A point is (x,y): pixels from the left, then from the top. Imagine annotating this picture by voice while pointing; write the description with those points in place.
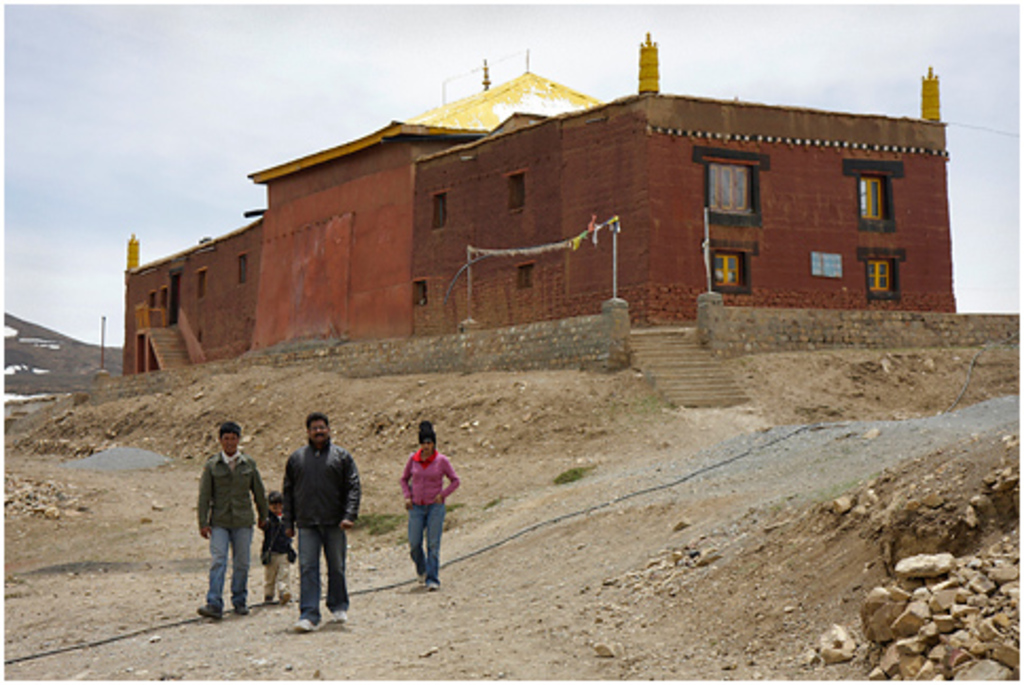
In the foreground of the picture (837,457) there are stones (946,652), soil (366,527) and people (305,492). In the middle of the picture (457,248) there is a building (651,212) and there are wall (951,346), staircase (682,344), poles (614,275) and soil (542,381). On the left (50,355) it is looking like a hill (50,344). At the top (333,87) there is sky (890,29).
